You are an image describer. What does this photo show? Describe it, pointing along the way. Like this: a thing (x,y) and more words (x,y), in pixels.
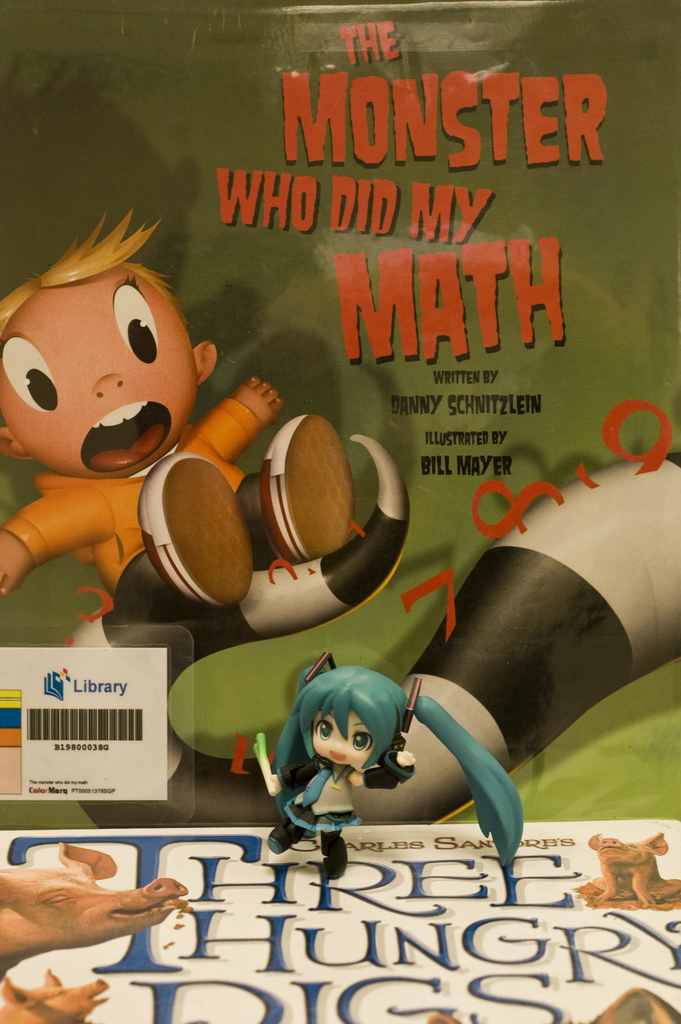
It's a paper (627,437) and there is animation (349,628) in this, on the left side (76,519) a boy (216,440) is there.
